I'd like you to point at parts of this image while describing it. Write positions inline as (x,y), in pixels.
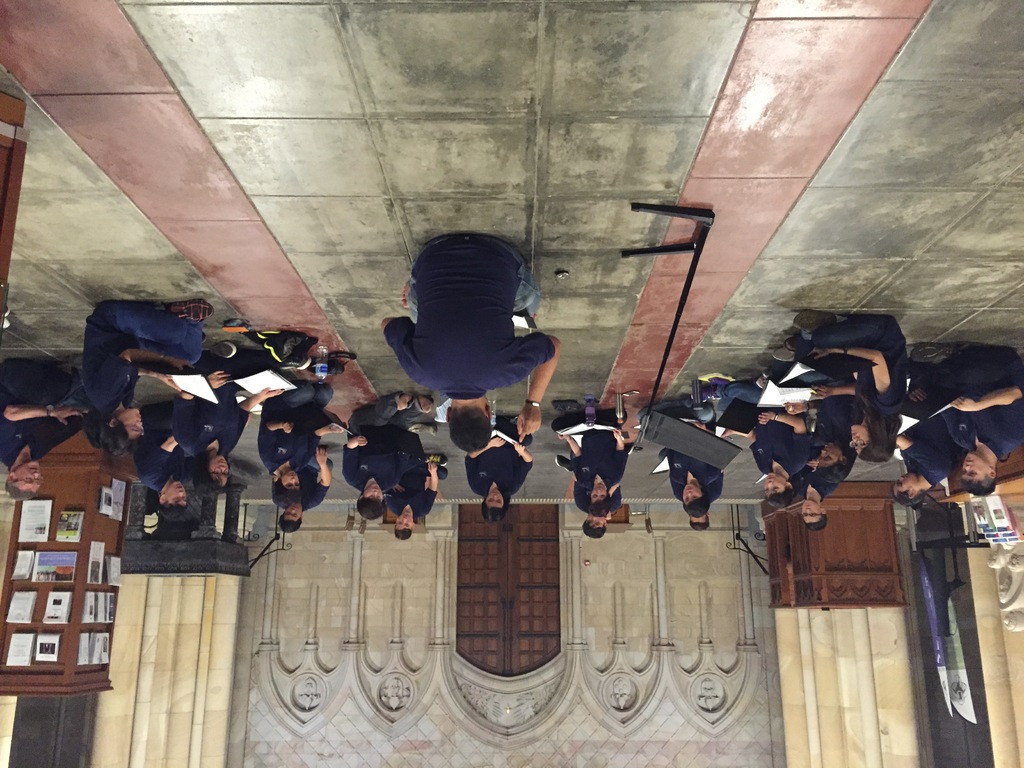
In this image there are persons (441,469) wearing blue t shirt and holding papers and sitting on the ground (906,208). There is also a music stand (697,246) in this image. In the background (293,660) there is a constructed wall (582,643) with a wooden door (530,633). In the right (850,556) there is a wooden structured box (824,579) and also banners (954,664). In the left (86,625) there are pamphlets (46,636) in the wooden rack (67,663).
